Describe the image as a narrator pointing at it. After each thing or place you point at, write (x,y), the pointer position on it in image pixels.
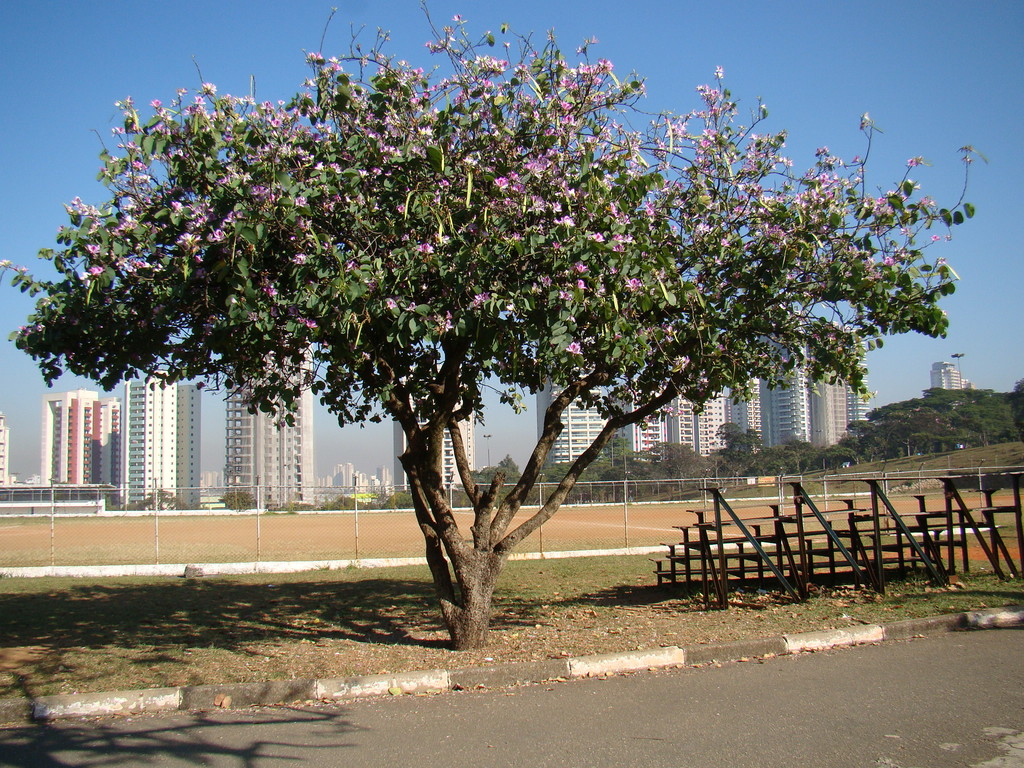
In this image I can see road (797,670), few benches (839,537), a tree (545,506) and shadows (261,595). In the background (118,573) I can see fencing (589,523), ground (327,546), number of trees (887,454), buildings (765,429) and the sky (895,103).
